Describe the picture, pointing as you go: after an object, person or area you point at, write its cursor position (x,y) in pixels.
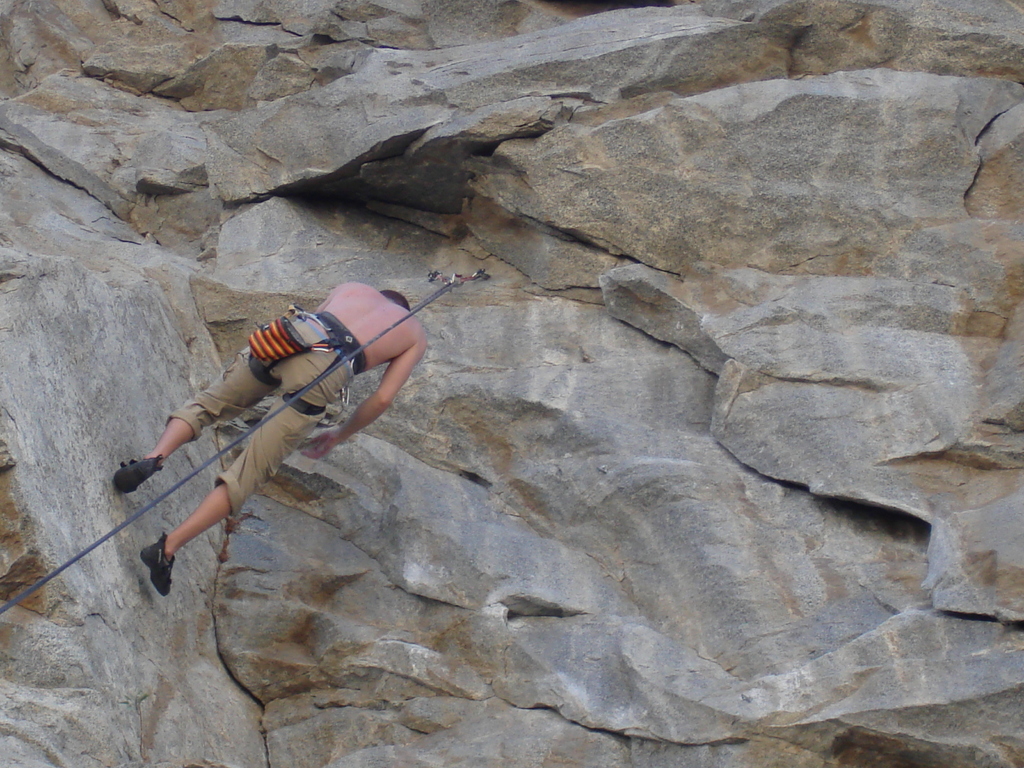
In this image, I can see a person (411,359) on a mountain (624,357) and a rope (117,528). This image taken, maybe during day.
